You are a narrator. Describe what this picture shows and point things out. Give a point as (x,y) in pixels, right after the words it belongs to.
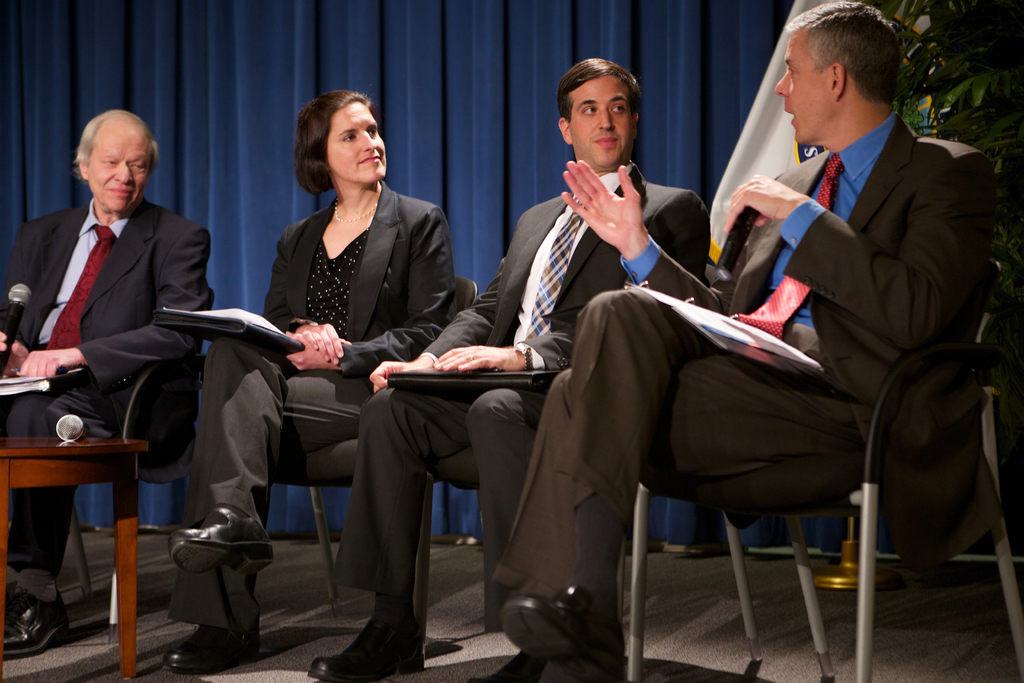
This picture looks like it is taken in a interview. In the picture there are four people (615,301) seated holding files (693,319) wearing black suit (412,220). On the left (65,472) there is a table (83,463), on the table (23,443) there is a mic (81,430). In the background (342,74) there is a blue color curtain (508,47). On the top right (998,97) there is a plant (1023,236).
